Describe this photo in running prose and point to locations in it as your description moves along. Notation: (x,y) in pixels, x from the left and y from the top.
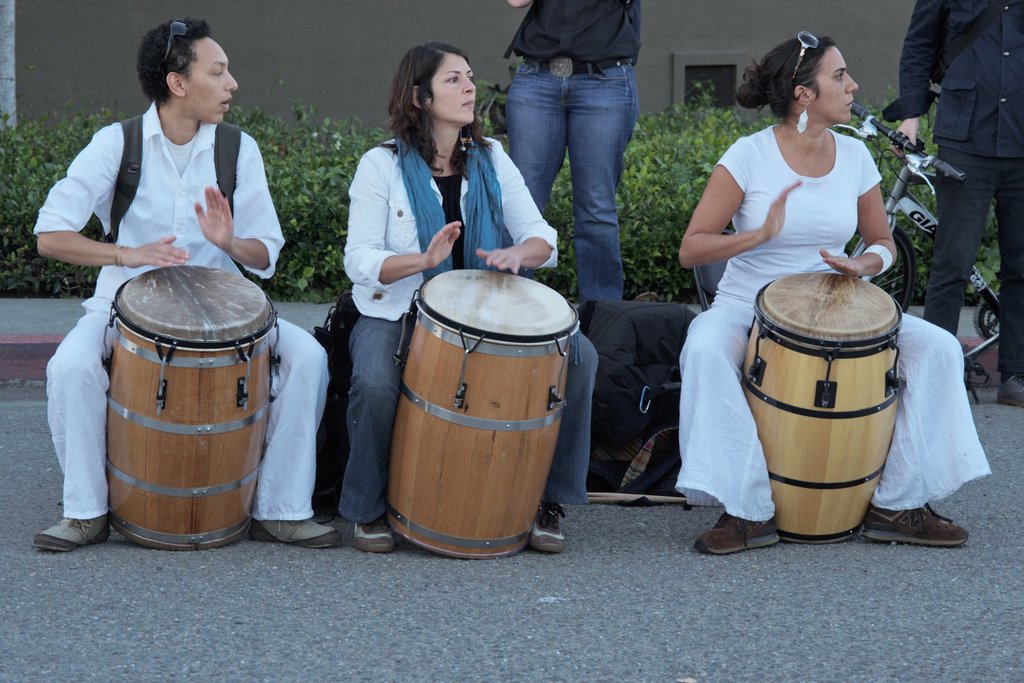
In this image three people (770,220) wearing white shirt (191,153) are playing drums (884,306). Behind them a person (529,36) is standing. In the right (980,91) a person (993,53) is holding a bicycle (902,199). Behind them there are plants (698,176). There is a wall (510,28) in the background (665,30).
